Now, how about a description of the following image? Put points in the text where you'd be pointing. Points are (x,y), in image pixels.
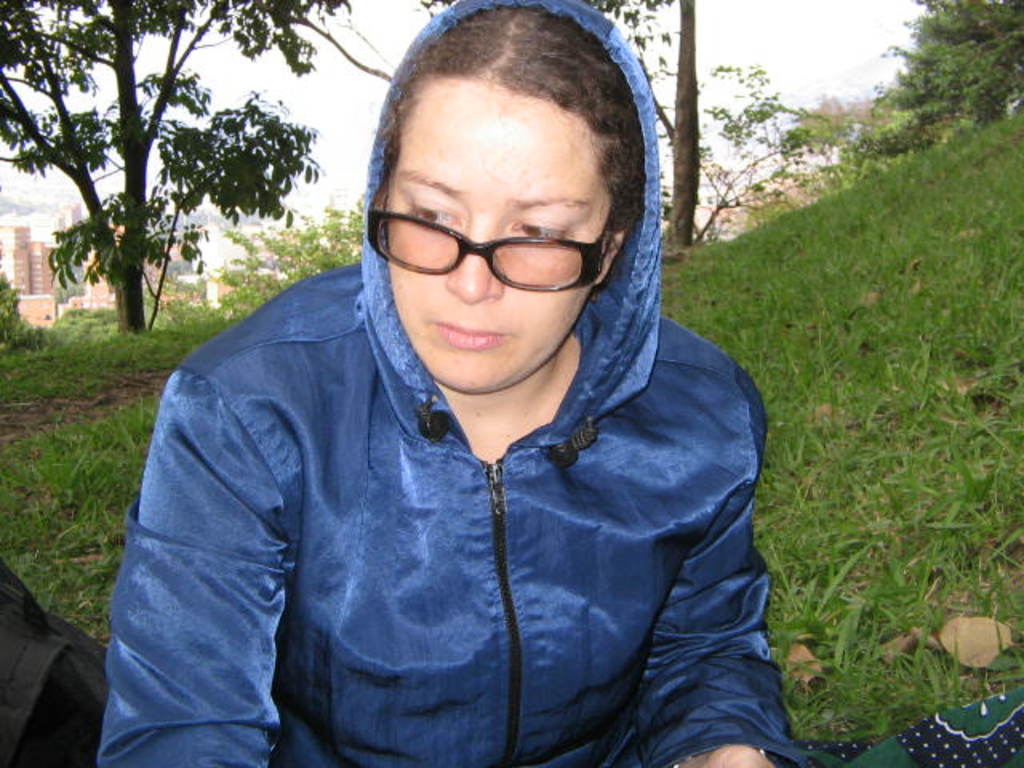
Here we can see a woman (627,320) and she has spectacles (370,240). This is grass (802,420). In the background (351,236) we can see trees (699,161), buildings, and sky (319,48).
